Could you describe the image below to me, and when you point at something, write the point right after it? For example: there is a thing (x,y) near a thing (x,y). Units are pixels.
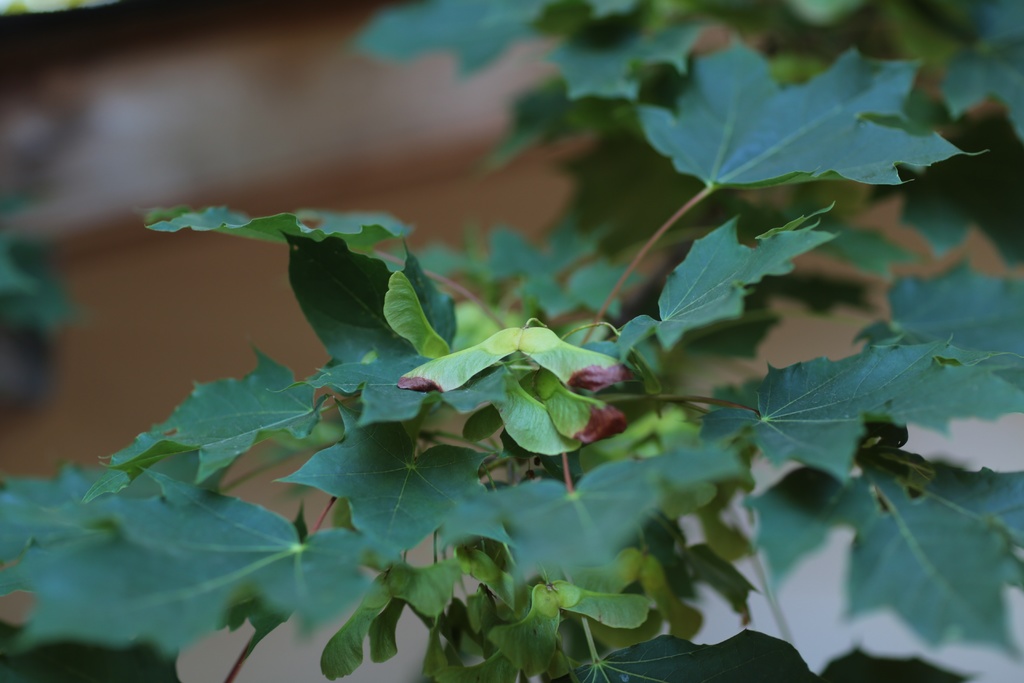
In this picture we can see a plant (651,618). On the left (320,547) we can see leaves (177,415). On the top left (191,198) there is a ground (334,92).
